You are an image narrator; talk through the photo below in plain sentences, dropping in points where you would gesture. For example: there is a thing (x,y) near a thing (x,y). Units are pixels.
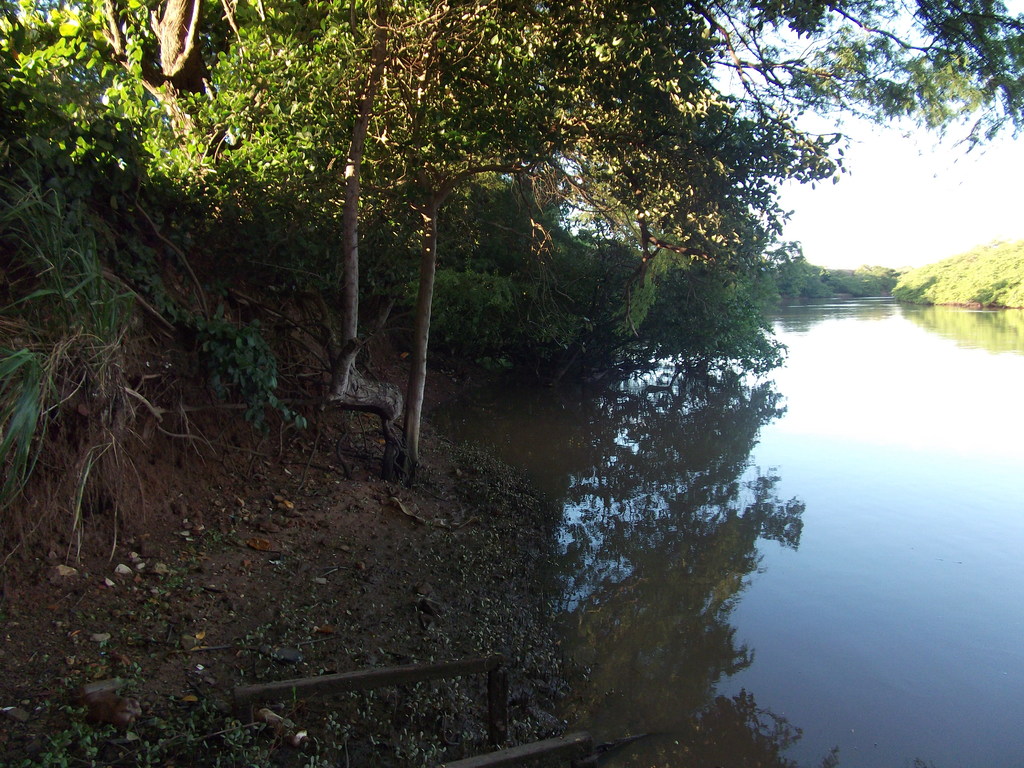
In this image we can see water (762,414). On the sides there are trees (947,275). In the back (925,209) there is sky (929,196).
